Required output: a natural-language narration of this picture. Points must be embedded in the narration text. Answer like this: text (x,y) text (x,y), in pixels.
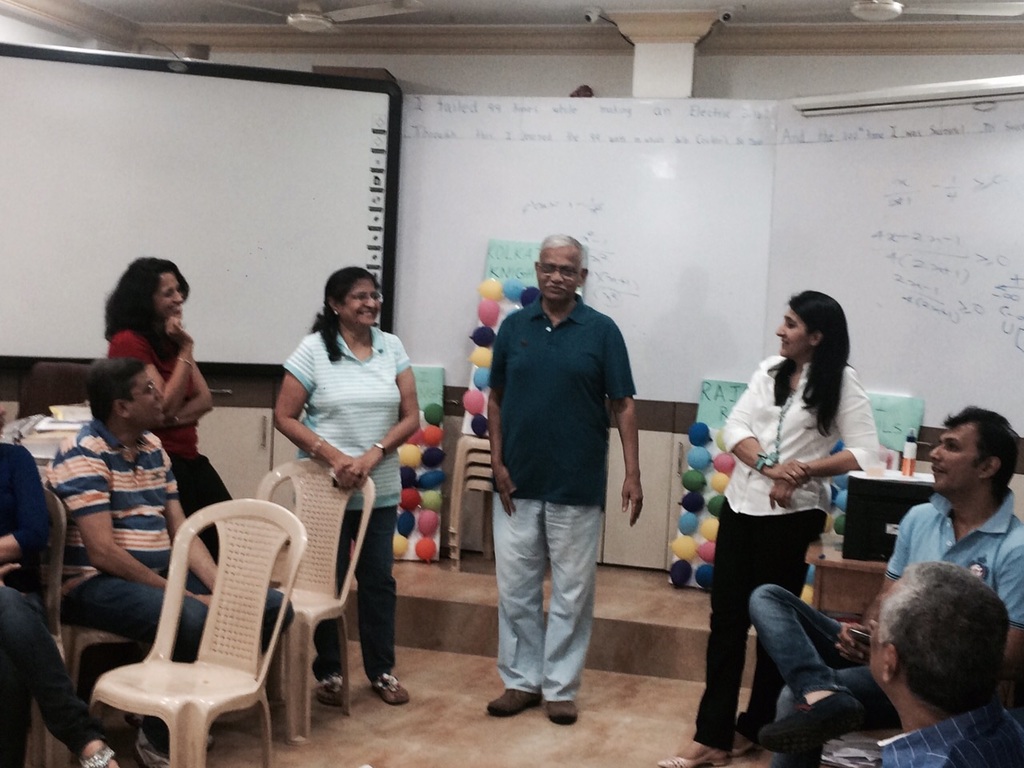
In The image there are group of people (805,644), four people (782,624) are sitting on chair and remaining four people (584,479) are standing. In middle (568,348) there is a man (577,322) wearing a dark green color shirt (566,363) and standing, in background (387,200) there are three white color boards (476,180) on two boards (515,144) it was written something and we can also see some balloons (490,341), chairs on top (498,65) we can see a fan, pillar (650,57), cameras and a wall (506,54) which is in white color.
